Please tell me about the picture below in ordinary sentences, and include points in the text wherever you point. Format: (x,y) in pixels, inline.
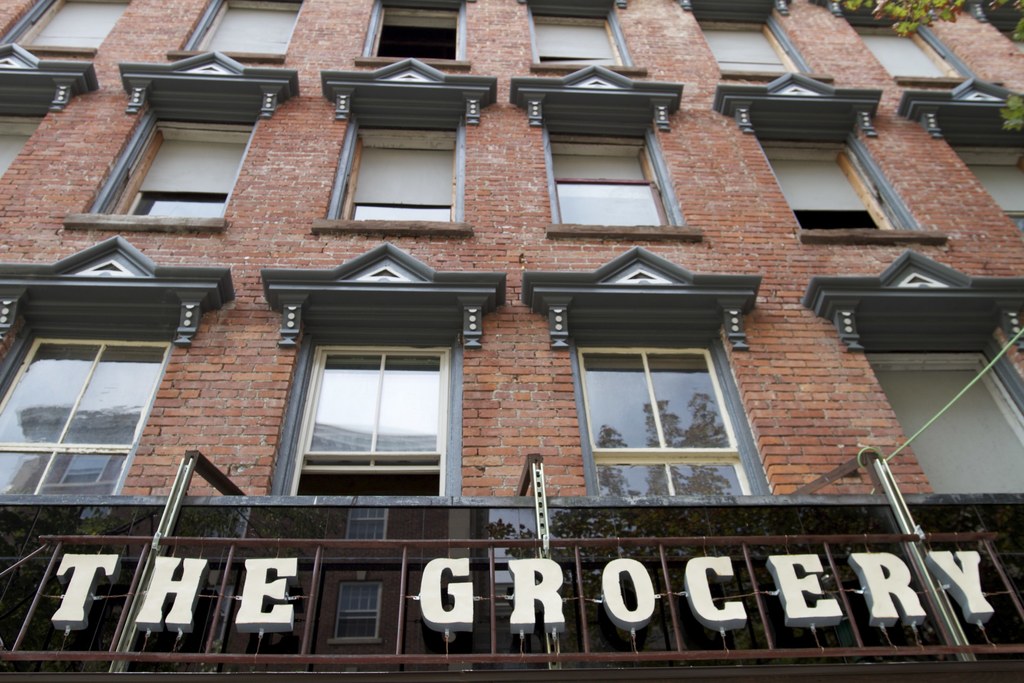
In this picture we can see a building (107,414) with glass windows (87,419) and a name board (564,622). In the top right corner of the image (1011,118), there is a tree (1011,105). On the glass windows (72,433), we can see the reflections (616,468) of trees (613,475), a building (100,464) and the sky (397,375).
